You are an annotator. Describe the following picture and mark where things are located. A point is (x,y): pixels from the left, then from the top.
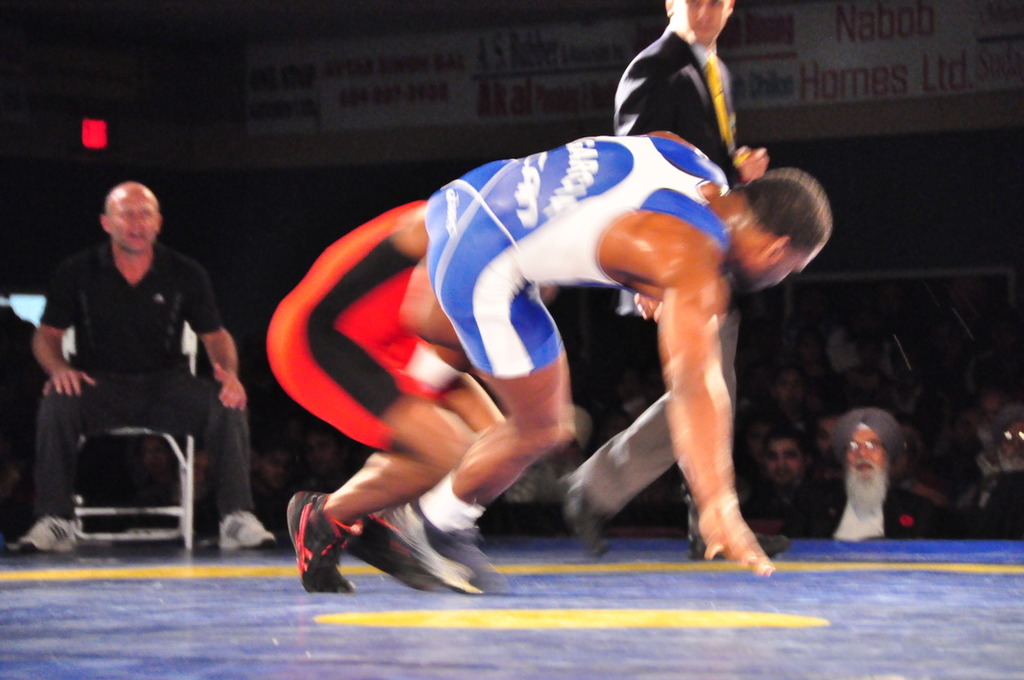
In this picture we can see two men (284,353). We can see a person (597,516) walking on the floor (503,657). There is a man (52,307) sitting on the chair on the left side (226,331). We can see a few people (942,436) at the back (987,424). There is a light (85,130) and a text (309,88) in the background (98,147). We can see a dark background (203,197).
